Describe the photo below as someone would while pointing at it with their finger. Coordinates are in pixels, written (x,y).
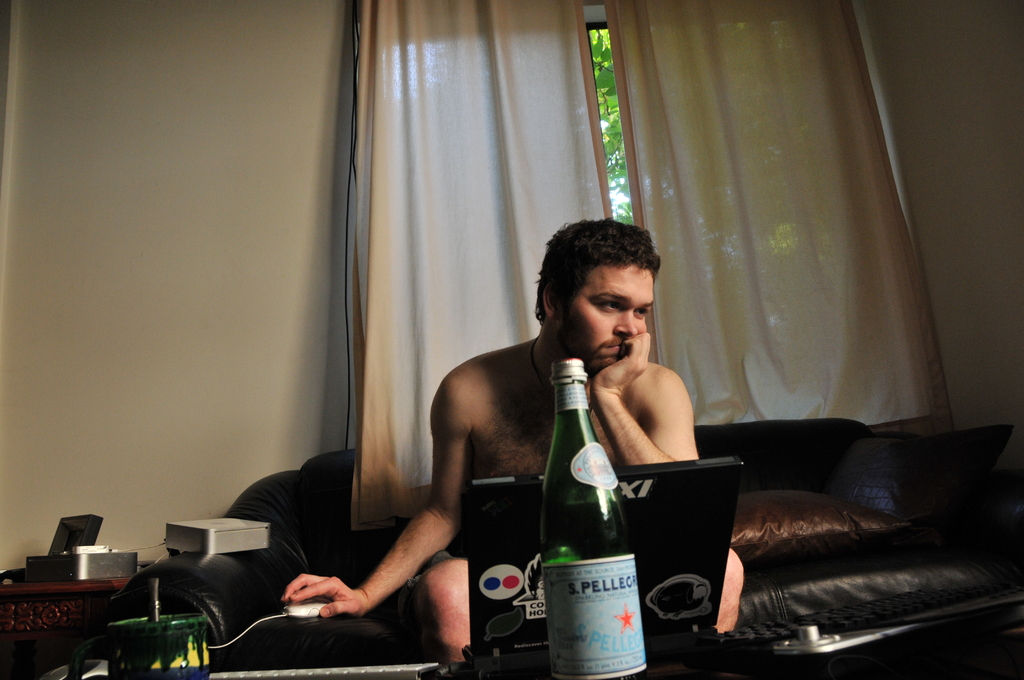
In this picture there is man (546,400) sitting in the sofa (837,579) and a pillow (786,516) on the sofa (841,567). There is a laptop (702,552) in front of a man (735,590) and a bottle (561,582) placed on the table (915,652). There is a mouse (299,606). In the background (415,218) there is a curtain (436,200) and a wall (175,242) here.
